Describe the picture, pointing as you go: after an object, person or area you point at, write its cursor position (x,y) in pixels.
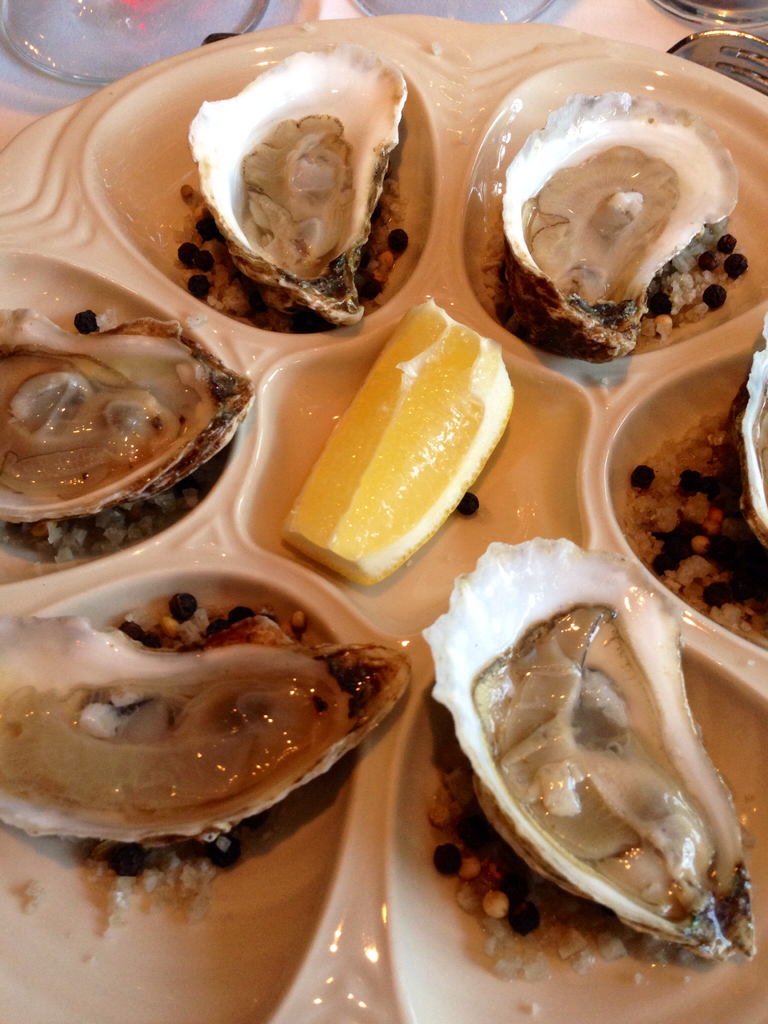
In this picture we can see six Chilean oyster (296,758) in the plate (431,690). In the center (408,486) we can see the lemon piece (412,489).
